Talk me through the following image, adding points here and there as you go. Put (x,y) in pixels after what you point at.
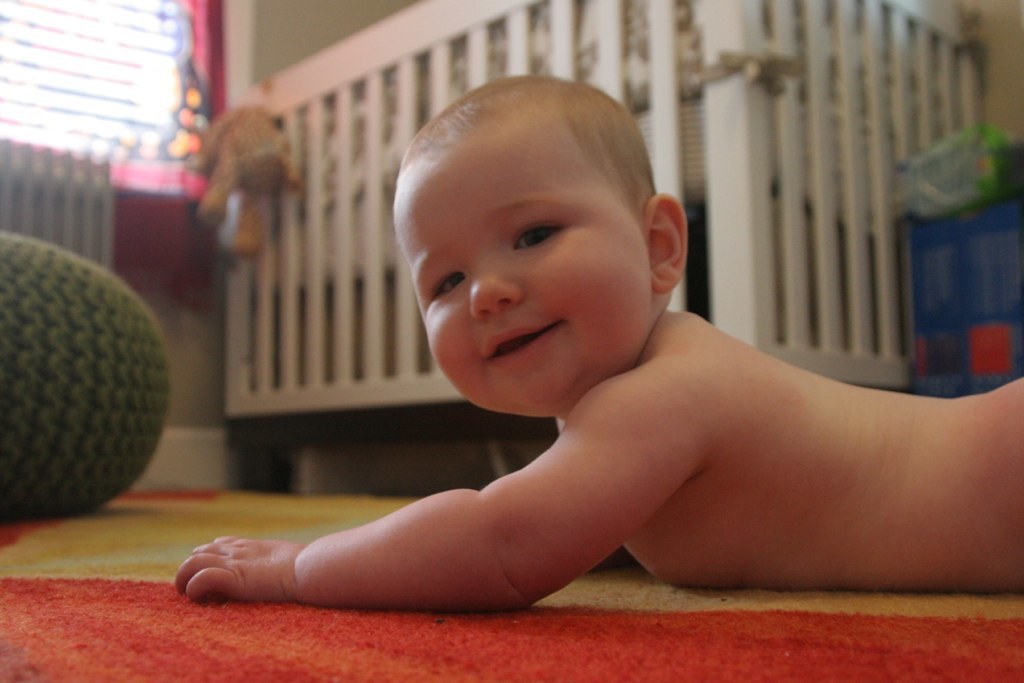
In this image we can see a baby (561,338) lying on the floor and a baby crib (362,140) in the background (816,145).
